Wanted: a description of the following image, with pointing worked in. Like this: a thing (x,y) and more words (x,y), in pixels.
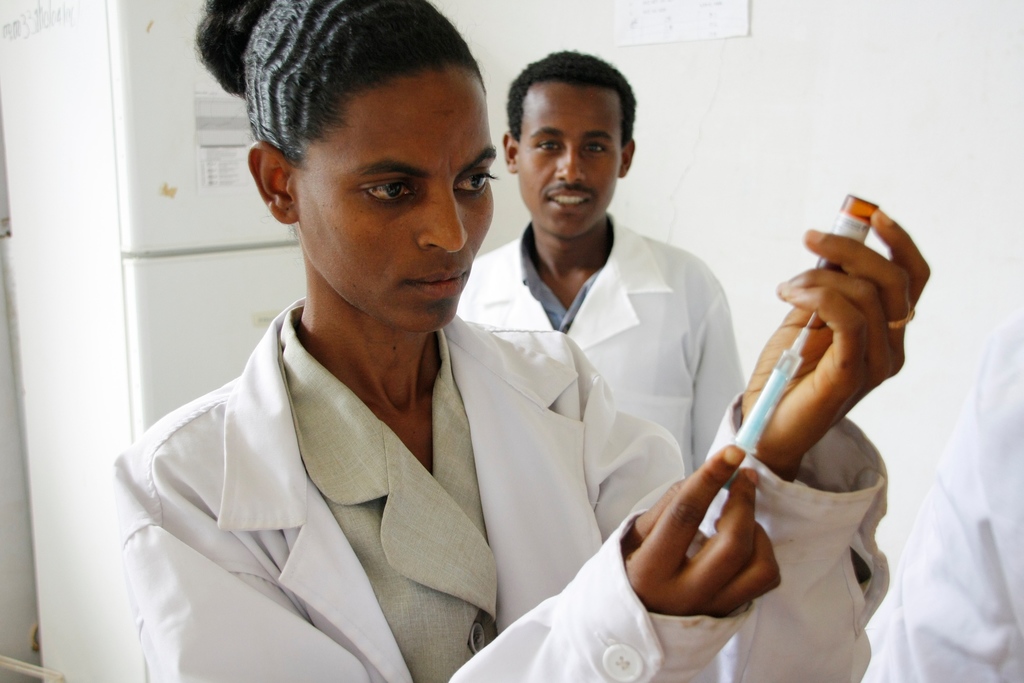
In the foreground of this picture (385,440), there is a woman (334,540) in white coat (304,527) holding a syringe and a bottle (856,226) in her hand (822,379). In the background (916,149), we can see a man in white coat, a wall (901,134) and a refrigerator (177,218).
